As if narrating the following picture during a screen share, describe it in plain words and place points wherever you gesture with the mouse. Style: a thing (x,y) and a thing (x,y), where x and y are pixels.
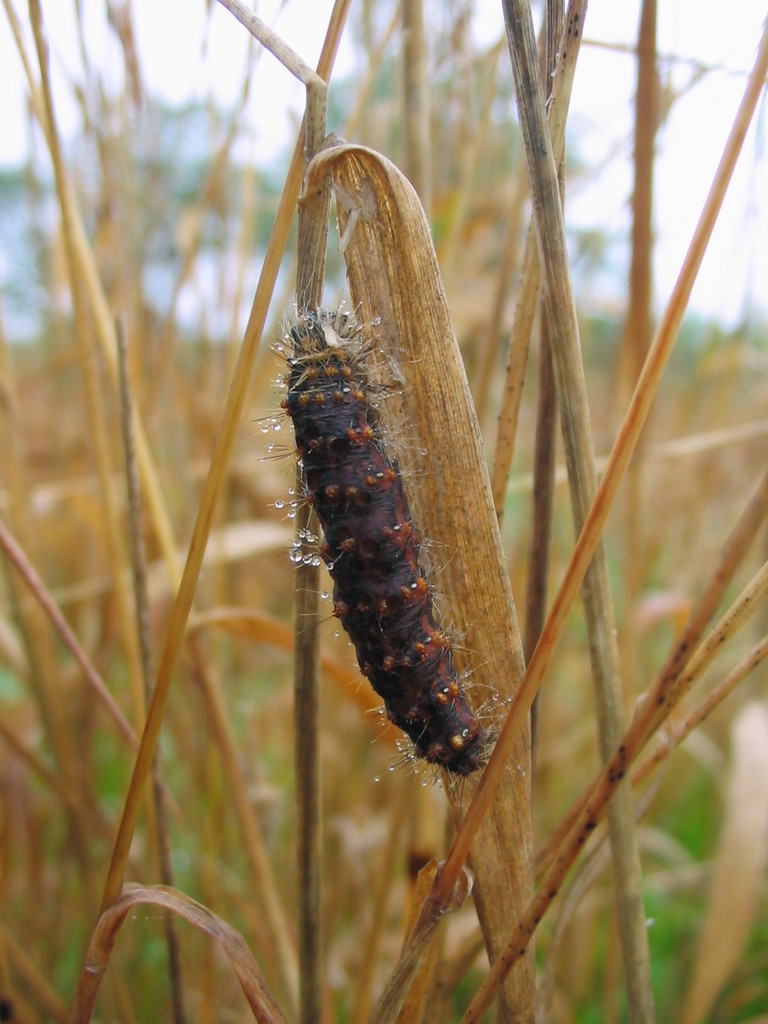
In this image I can see few plants (203,826) which are green and brown in color and a insect (426,614) which is black and orange in color on a plant (461,662). In the background (222,36) I can see the sky (744,256).
